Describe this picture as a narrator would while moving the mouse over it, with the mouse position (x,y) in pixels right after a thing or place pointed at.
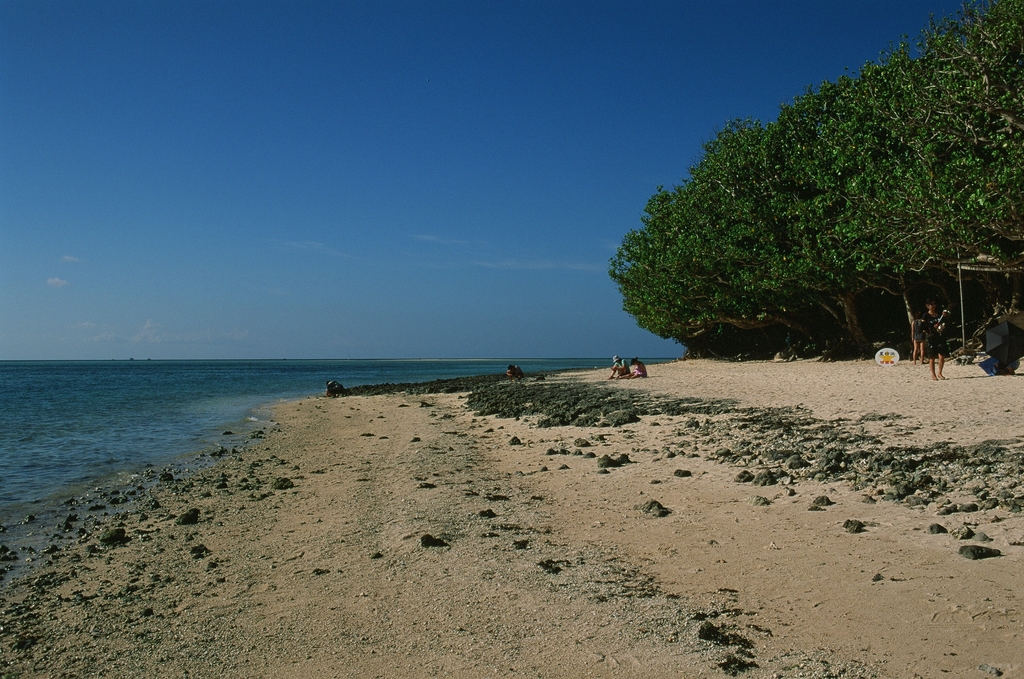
In this picture I can see trees (893,199) and few people (612,376) seated on the ground (671,392) and a human (933,303) standing and I can see a umbrella (996,334) and water (233,398) and a blue cloudy sky (279,243).
